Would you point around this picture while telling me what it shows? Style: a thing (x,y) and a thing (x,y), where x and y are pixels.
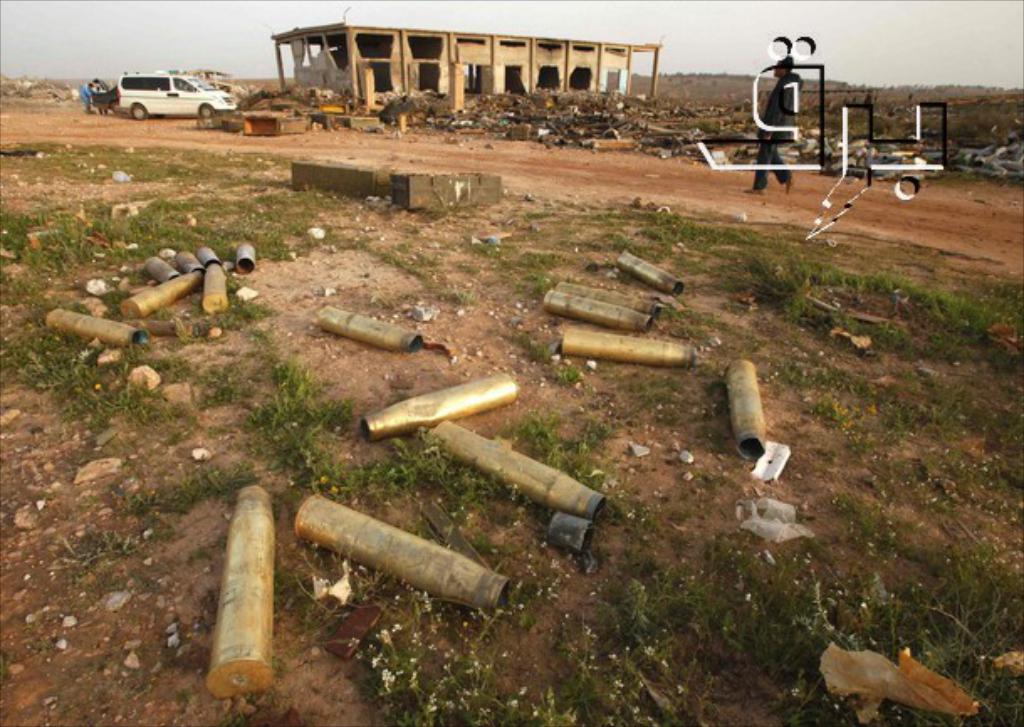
In this picture, on the right side (765,127), we can see a man (784,104) walking on the land (478,256). On the left side (157,80), we can also see a car (131,104), we can also see a group of people (91,96). In the background (393,77), we can see a building (635,83) which is damaged, few trees (638,79) and plants (660,84). On the top (27,32), we can see a sky (993,2), at the bottom (261,588) there are some shells (744,452) on the land (518,248).
